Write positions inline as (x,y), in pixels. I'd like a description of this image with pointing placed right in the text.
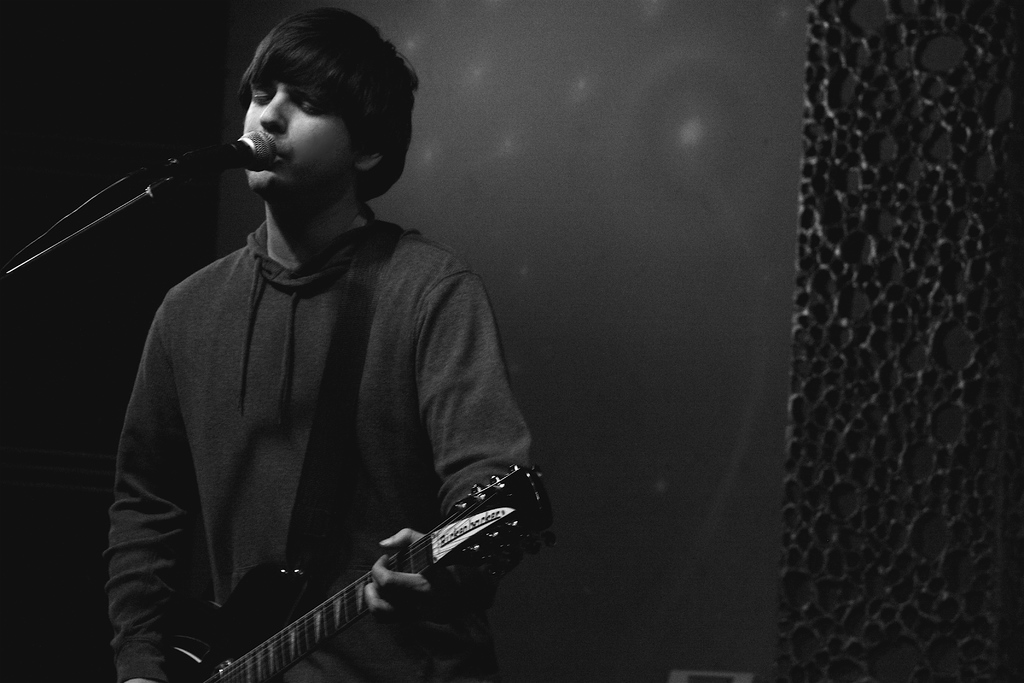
In the image we can see there is a man (317,175) who is holding guitar (367,579) in his hand (385,574) and the image is in black and white colour.
